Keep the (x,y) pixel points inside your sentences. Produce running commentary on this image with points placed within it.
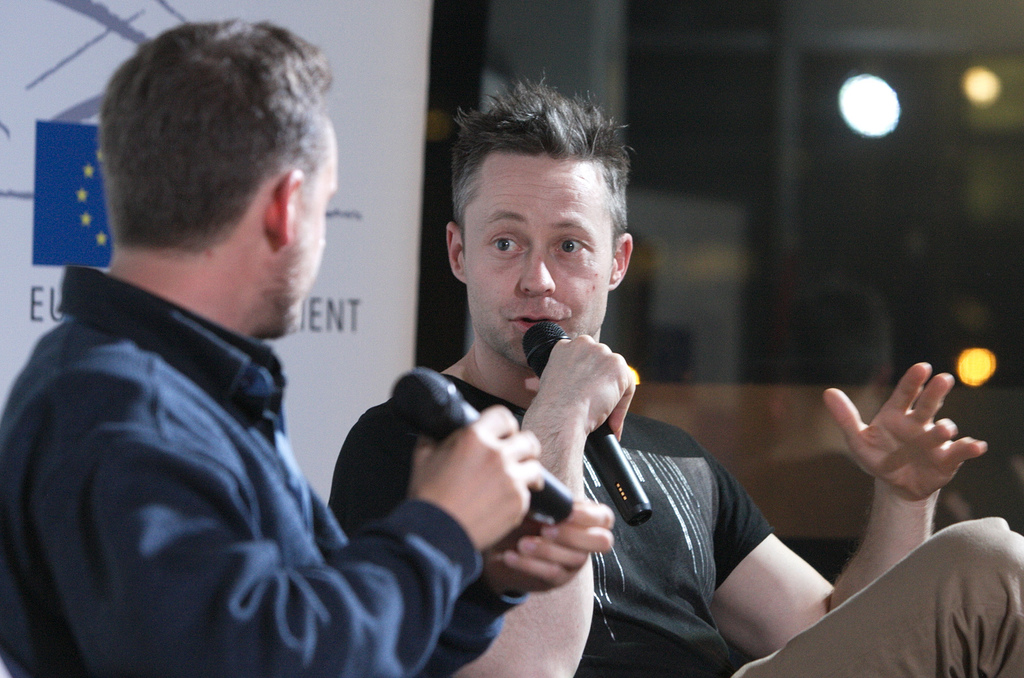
In this image there is a man (375,418) who is talking by holding a microphone (539,338) in his hand (596,361) and next there is another person (22,425) who is holding a microphone (428,377) in his hand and at the back ground (322,356) there is a hoarding (328,377).
